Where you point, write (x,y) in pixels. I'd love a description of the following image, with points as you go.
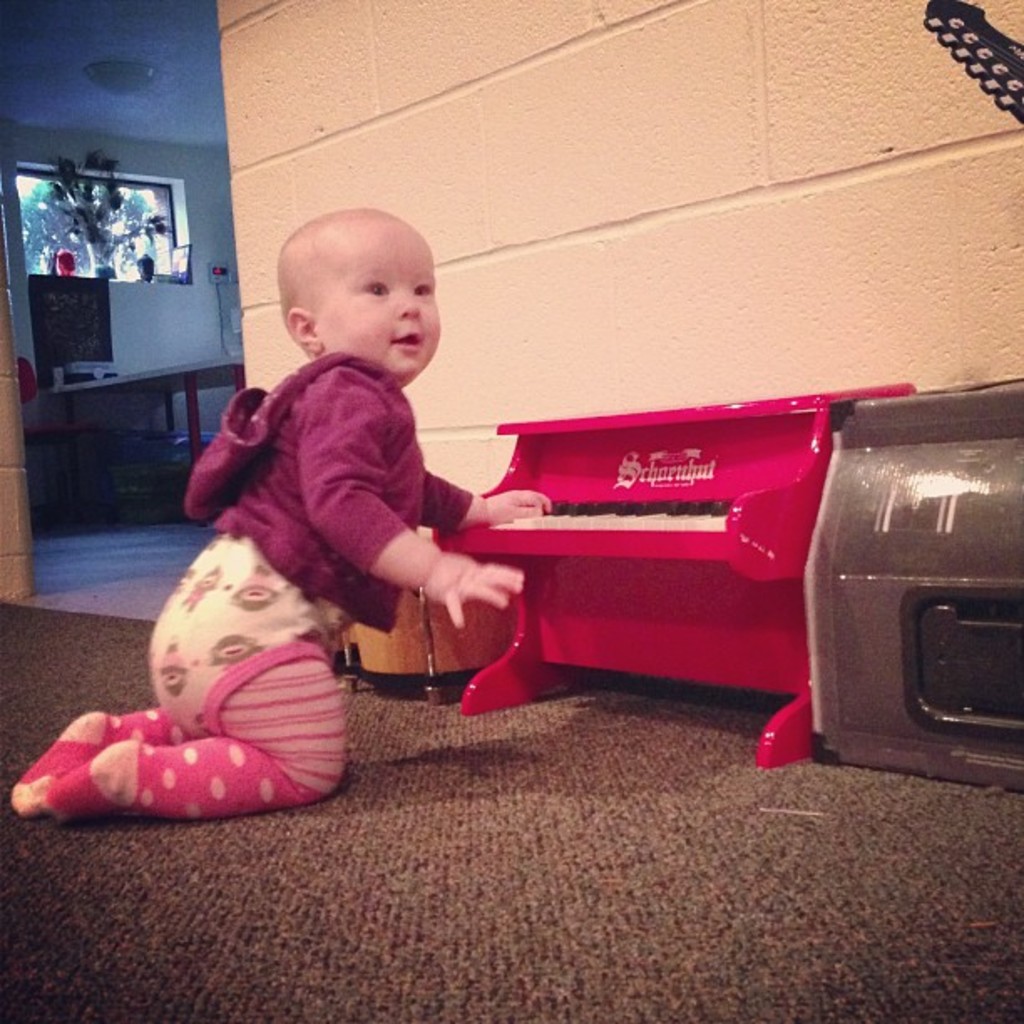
In this image we can see a baby (294,595) on the floor (429,898). We can see a table (182,378) and a wall (169,345).
